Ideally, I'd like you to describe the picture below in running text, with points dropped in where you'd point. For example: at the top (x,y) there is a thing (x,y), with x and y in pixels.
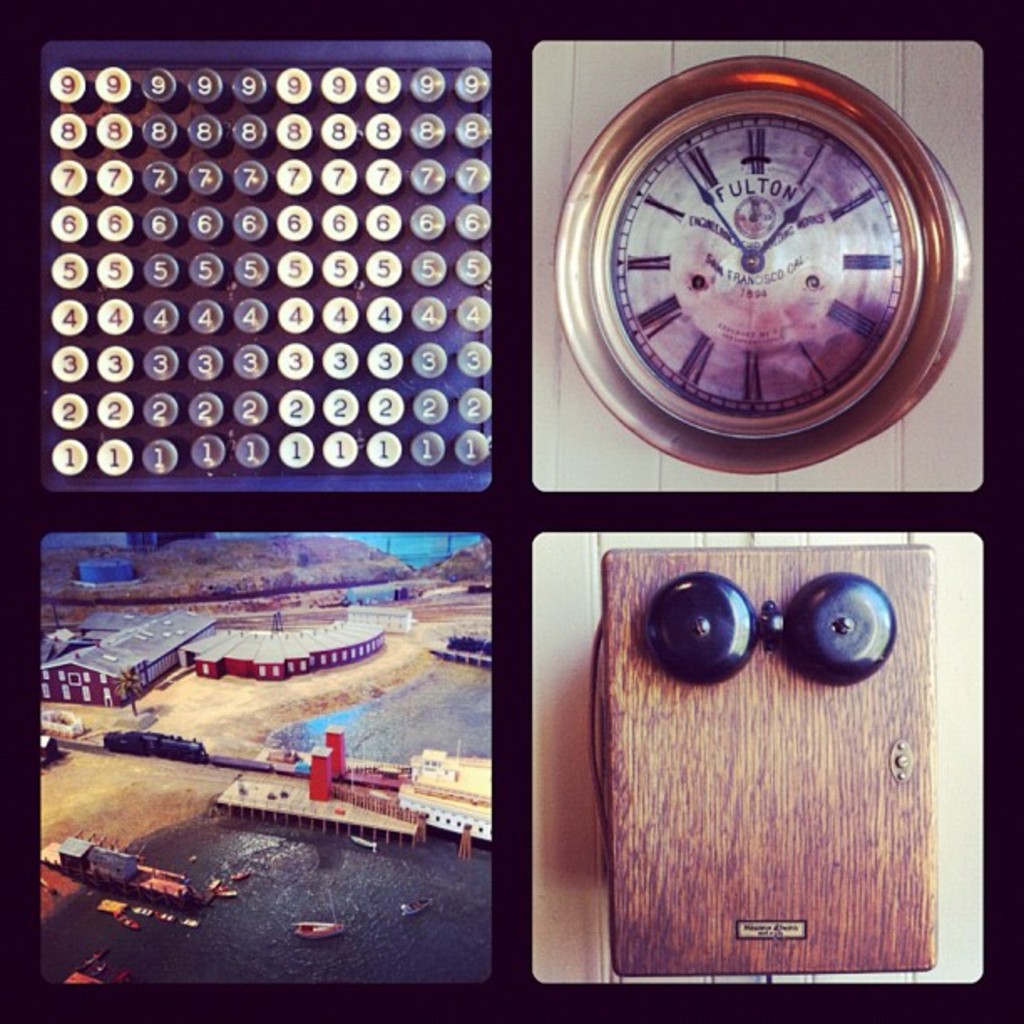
This is a collage image. In the first image, those are looking like number keys (202,278) and in the second image there is a clock (667,239). In the third image there are buildings (200,659), piers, a train (127,752), some objects (463,650) and boats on the water (195,854). In the fourth image there are black items (726,634) on a wooden object (647,820).
